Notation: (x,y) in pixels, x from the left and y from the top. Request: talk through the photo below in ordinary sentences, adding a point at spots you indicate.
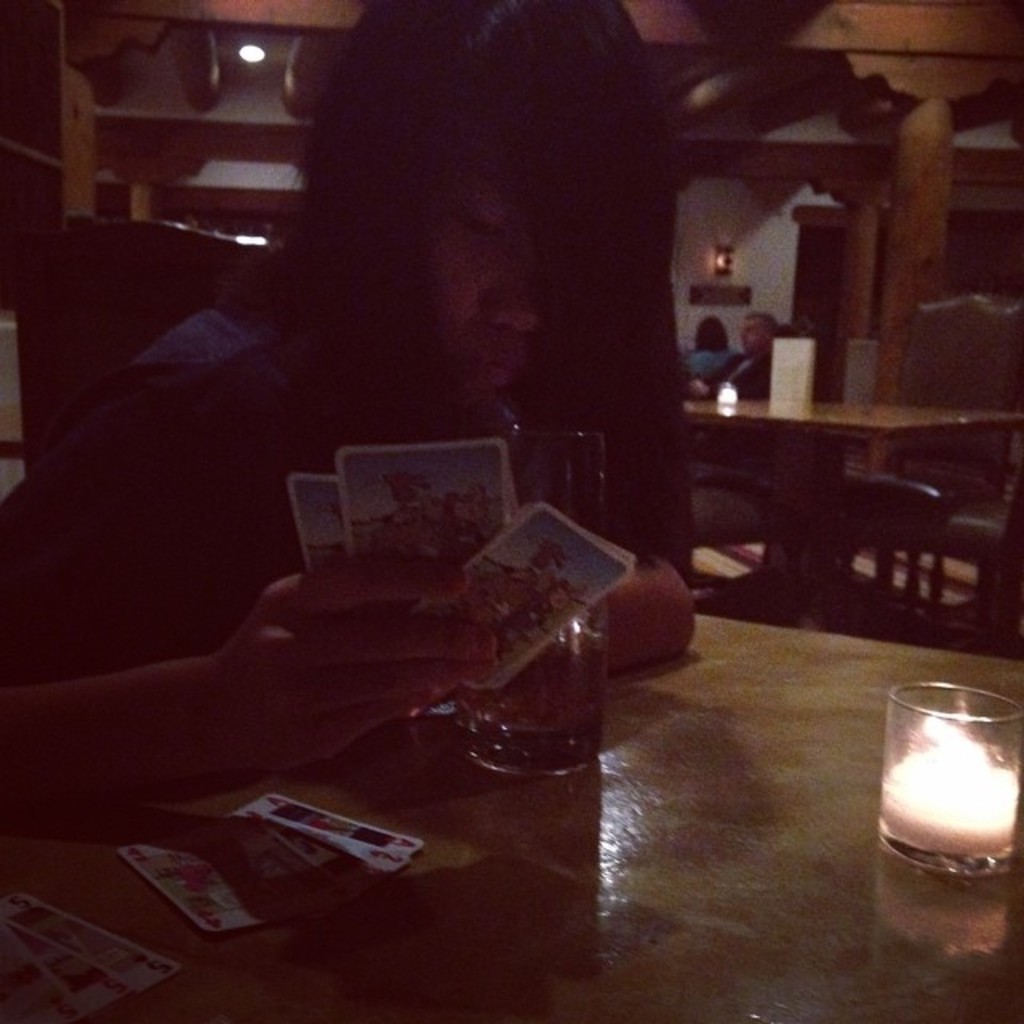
There is a group of people (334,433). They are sitting on chairs (717,509). In the center of the woman (665,360) is holding a cards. There is a table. There is a glass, cards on a table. There is an another table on the right side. There is a glass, board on a table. We can see in the background (688,315) wall (683,184) and pillars (931,131).
